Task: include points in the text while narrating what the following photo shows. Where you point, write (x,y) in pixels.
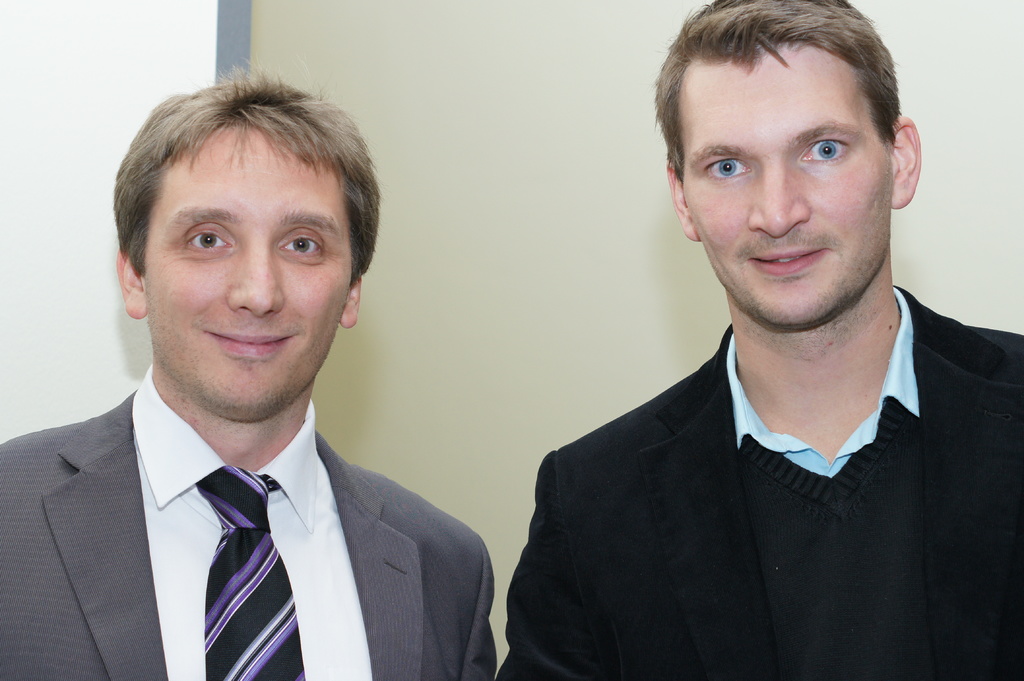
In this picture I can observe two men (763,64). Both of them are smiling. One of them is wearing a coat (79,577) which is in grey color and the other is wearing black color coat (700,514). In the background (449,353) there is a wall (419,52).
